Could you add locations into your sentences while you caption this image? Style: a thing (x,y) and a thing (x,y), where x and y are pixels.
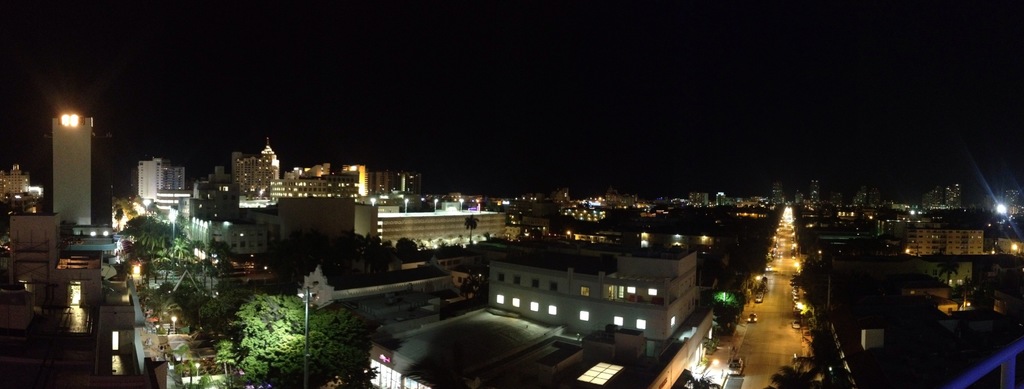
This is the top view of a city (526,283), in this image there are trees (483,289), buildings (440,286), lamp posts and vehicles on the roads (774,260).
